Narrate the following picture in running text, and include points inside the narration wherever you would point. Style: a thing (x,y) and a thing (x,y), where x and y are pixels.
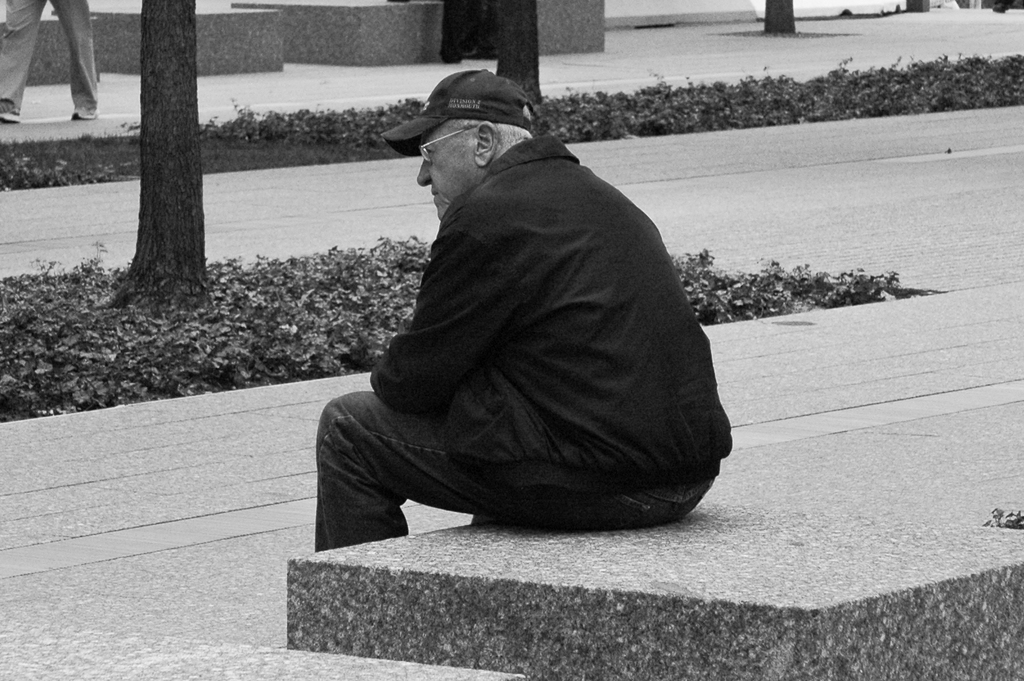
In this image we can see two persons (541,283), one of them is sitting on a surface (742,522), there are some plants (413,308), and tree trunks (533,56), and the picture is taken in black and white mode.
